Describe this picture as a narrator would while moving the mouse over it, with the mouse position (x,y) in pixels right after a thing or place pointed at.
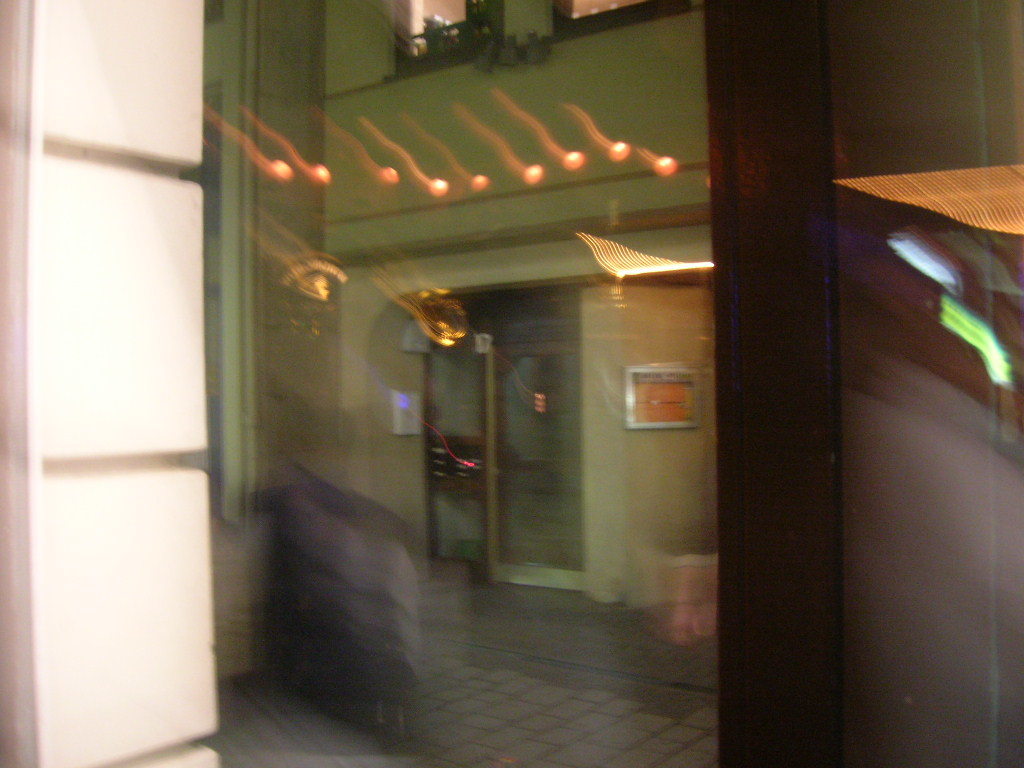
It is a blur picture, the picture is captured from behind a window (459,342), there is a building (543,192) and there is some object (640,411) attached to a wall (609,355) of the building (621,356) on the right side (695,396).
